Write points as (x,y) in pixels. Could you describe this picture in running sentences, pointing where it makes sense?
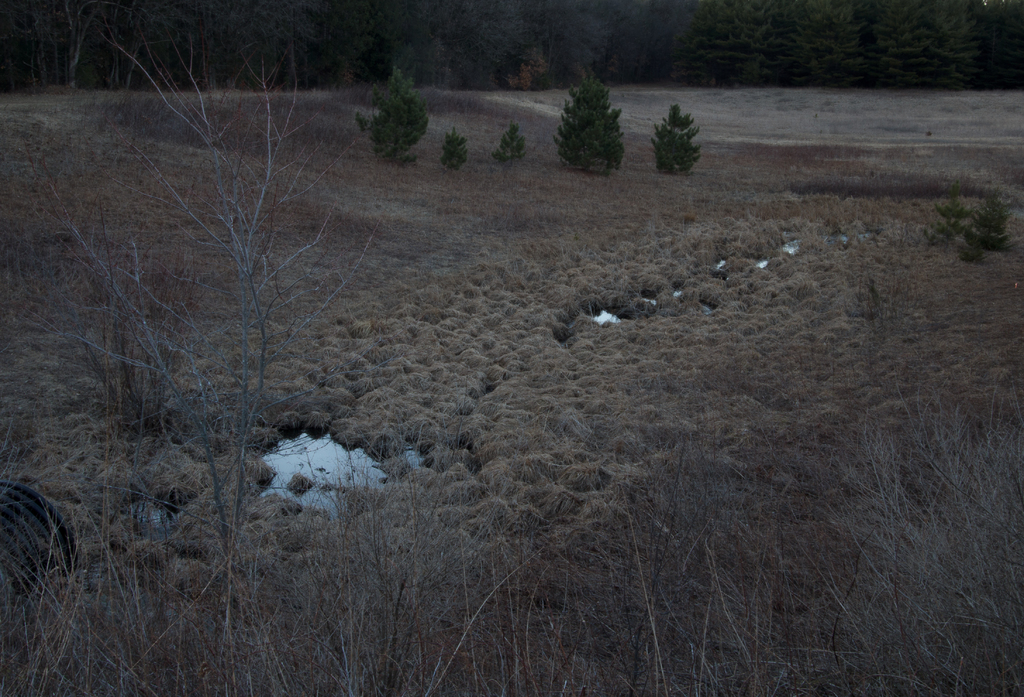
In this image we can see dry plants (892,483), water (308,467), dry grass (430,388), plants (599,144) and trees (607,53) in the background (588,49).
